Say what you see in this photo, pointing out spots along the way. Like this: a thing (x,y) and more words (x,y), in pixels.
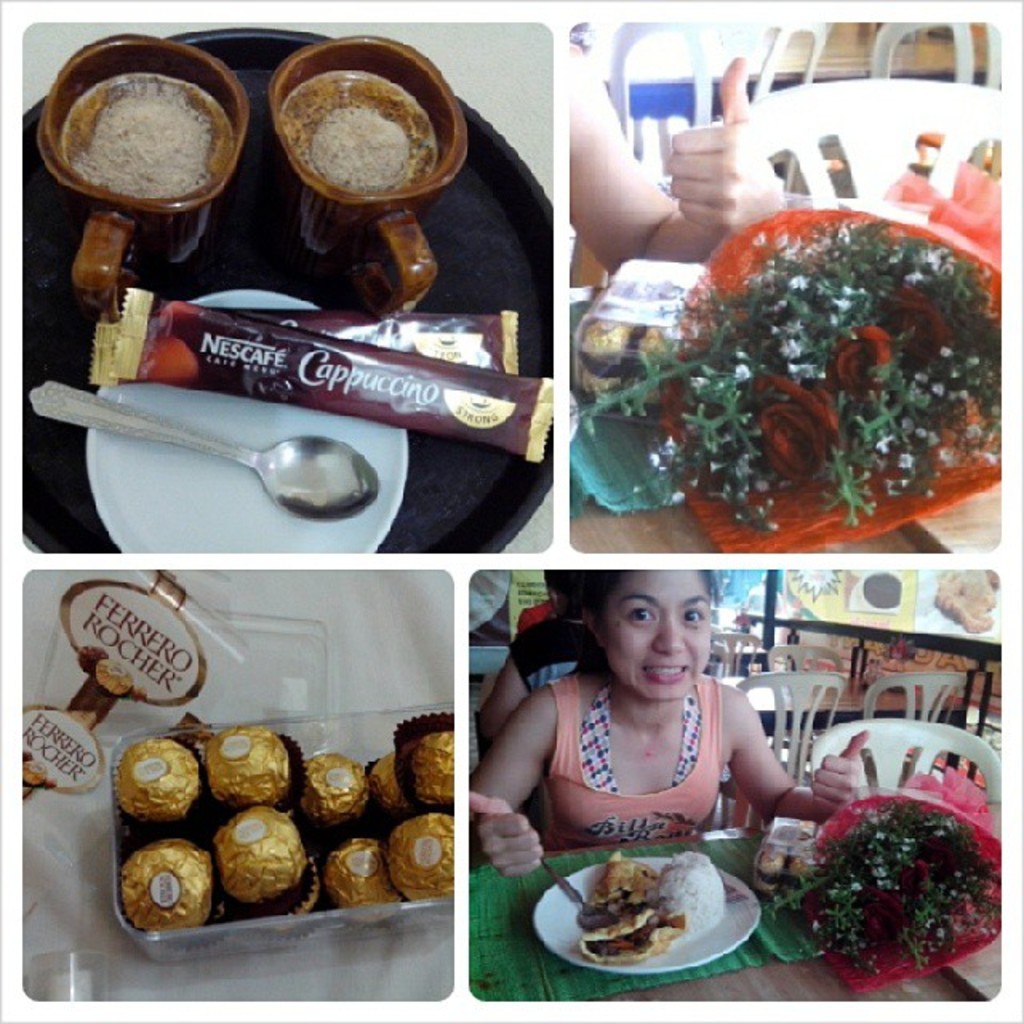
In this picture there are four images, on the left top side (298,287) image consisting of black platter (268,194) on which two cups (203,119) of coffee (179,121) and two sachets (322,386) of cappuccino (450,398) and spoon (279,479) is placed in a saucer (197,480). On the left bottom side (209,882) image, a container (165,951) full of Ferrero Rocher chocolates (207,885) in it. On the top right side (860,214) image, consisting of a bouquet (880,369) and a chocolate box (627,309), chair (778,142), a person's hand (711,166), and a table (954,527). On the bottom right side of the image (790,886), consisting of a woman (697,747) in front of a table (716,959) and on table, food (693,898) in the plate (651,957), chocolate box (793,864), chairs (905,730) are present. In the background of that image, there are tables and chairs (796,652).
